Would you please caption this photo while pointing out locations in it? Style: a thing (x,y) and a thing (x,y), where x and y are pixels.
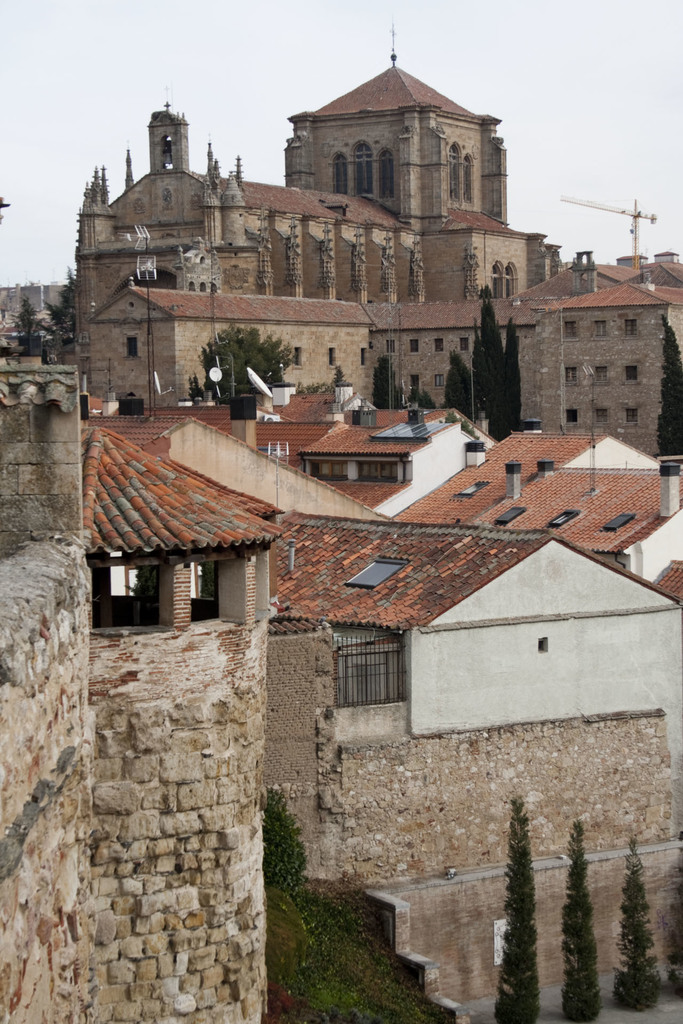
In this picture I can see few buildings (376,545) and trees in the middle (342,564), at the top (115,94) there is the sky (311,104).
